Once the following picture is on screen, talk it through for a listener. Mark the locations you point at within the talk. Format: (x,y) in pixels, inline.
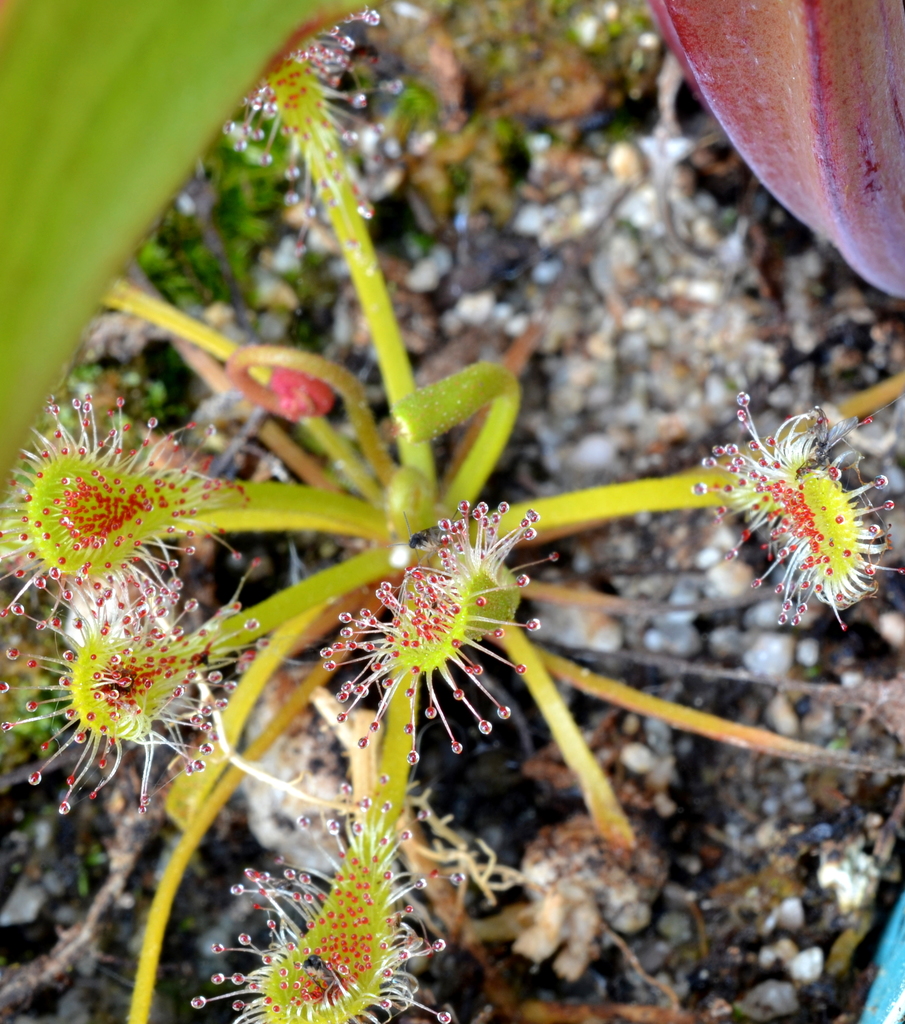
In this image in the foreground (137,748) there is one plant (103,706), and in the background (563,328) there is scrap (665,130). At the top (76,140) there are some leaves (157,114).
